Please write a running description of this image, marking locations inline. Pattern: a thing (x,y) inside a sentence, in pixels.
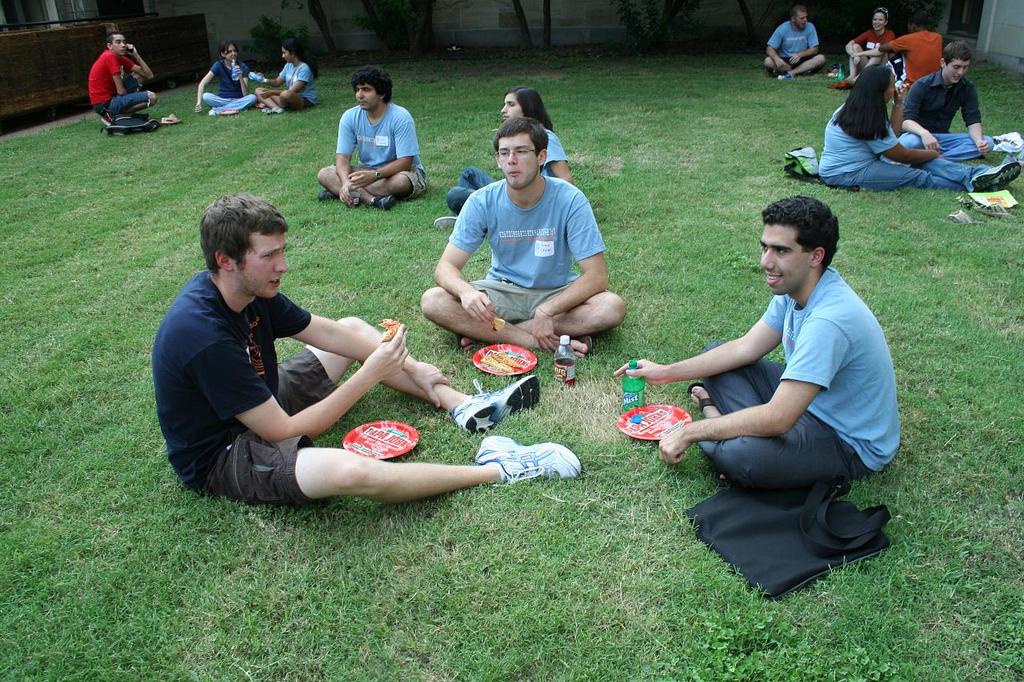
In the picture I can see three persons (586,333) sitting on a greenery ground (604,431) and holding an eatables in their hands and there are few other persons (956,86) sitting behind them and there is an object (35,65) in the left top corner (35,65).
